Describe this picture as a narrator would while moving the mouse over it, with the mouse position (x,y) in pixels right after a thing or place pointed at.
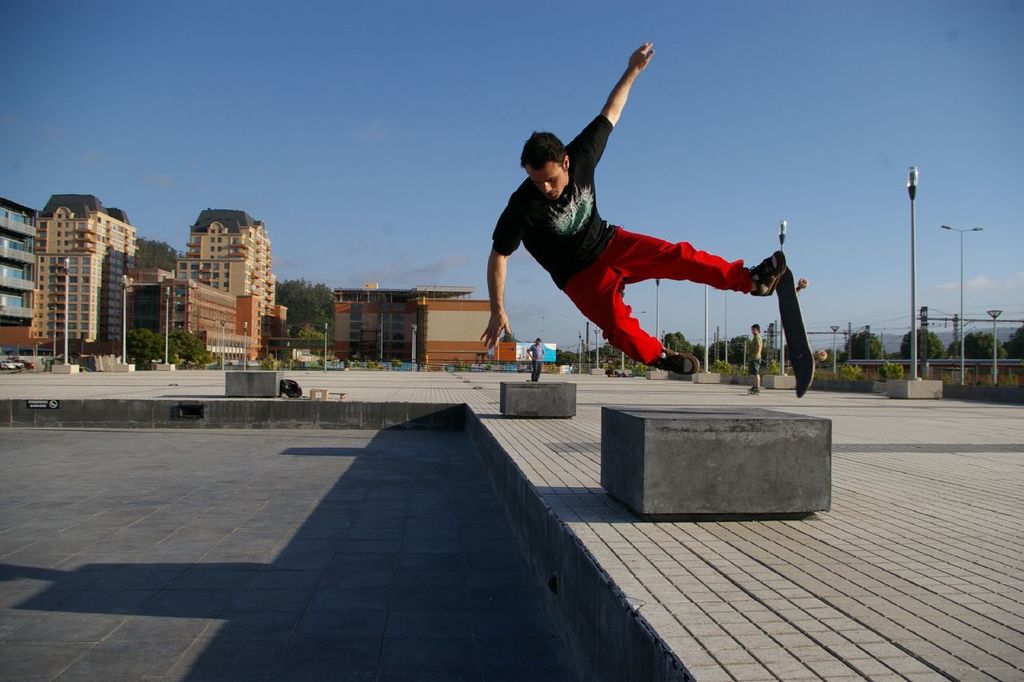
In this image we can see a man (614,263) jumping with the skating board (793,367). In the background (378,291) there are buildings (16,218) and trees (317,294). We can see poles (780,351). There are people (530,358). On the right (1008,375) there is a mesh (1008,375). In the background (549,126) there is sky (504,127).
